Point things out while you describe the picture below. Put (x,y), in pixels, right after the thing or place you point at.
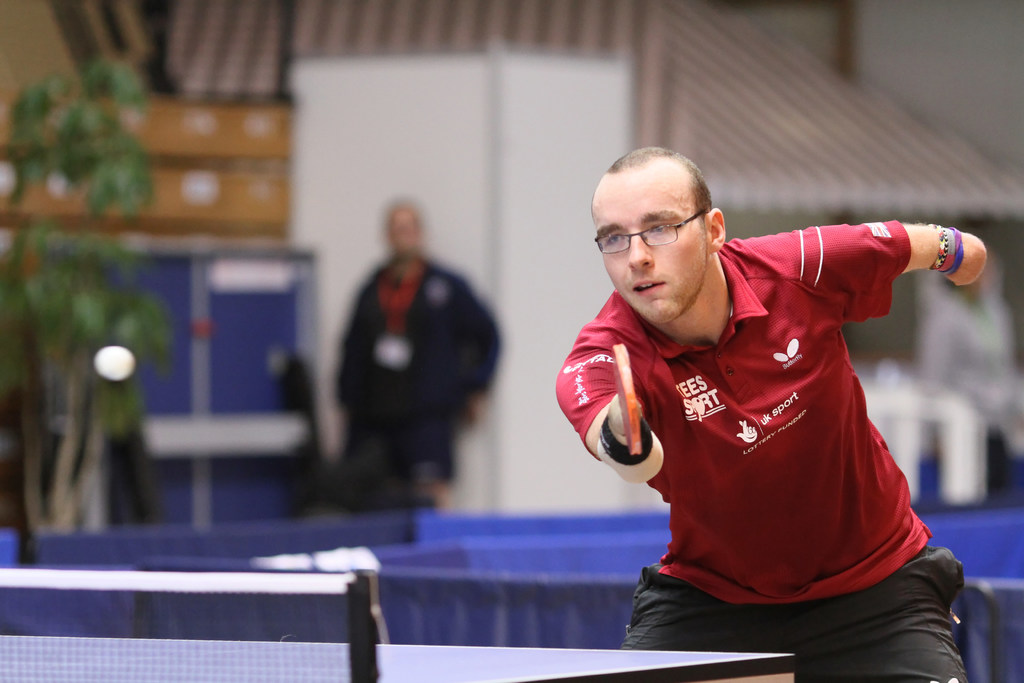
This is a picture of a man (710,635) playing a table tennis near table tennis board (561,674) and at the back ground (75,90) we have a person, plant (80,111) and some name board (166,197).
